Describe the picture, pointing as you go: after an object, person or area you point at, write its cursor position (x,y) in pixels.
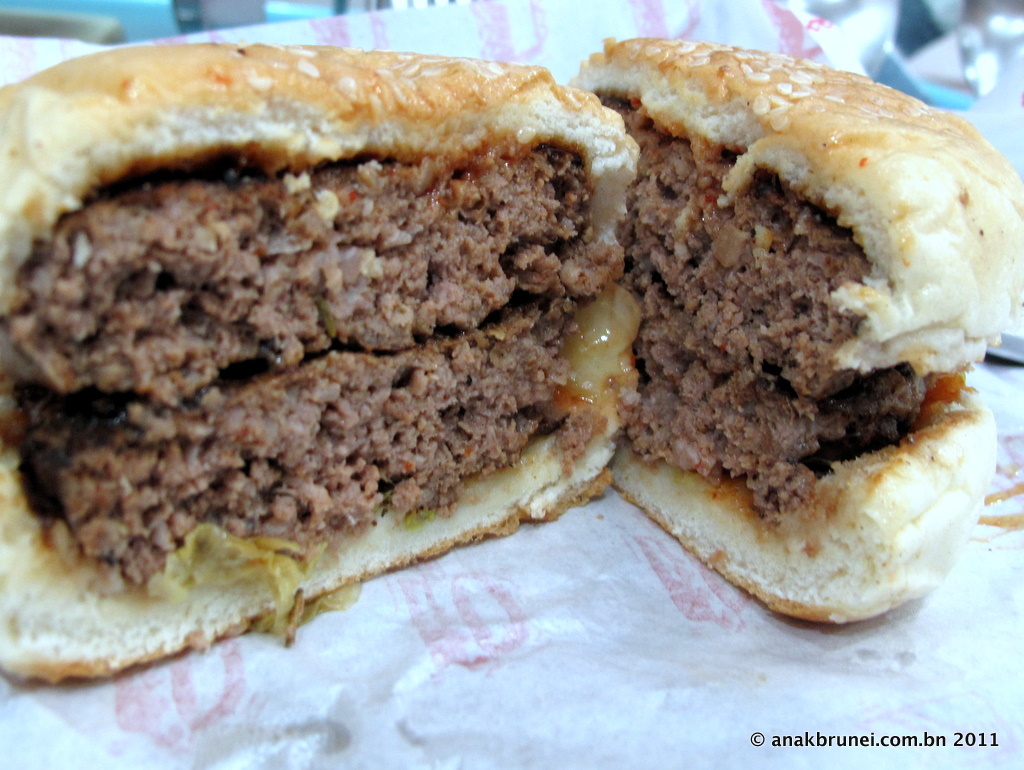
In this image, we can see some food (437,378).
